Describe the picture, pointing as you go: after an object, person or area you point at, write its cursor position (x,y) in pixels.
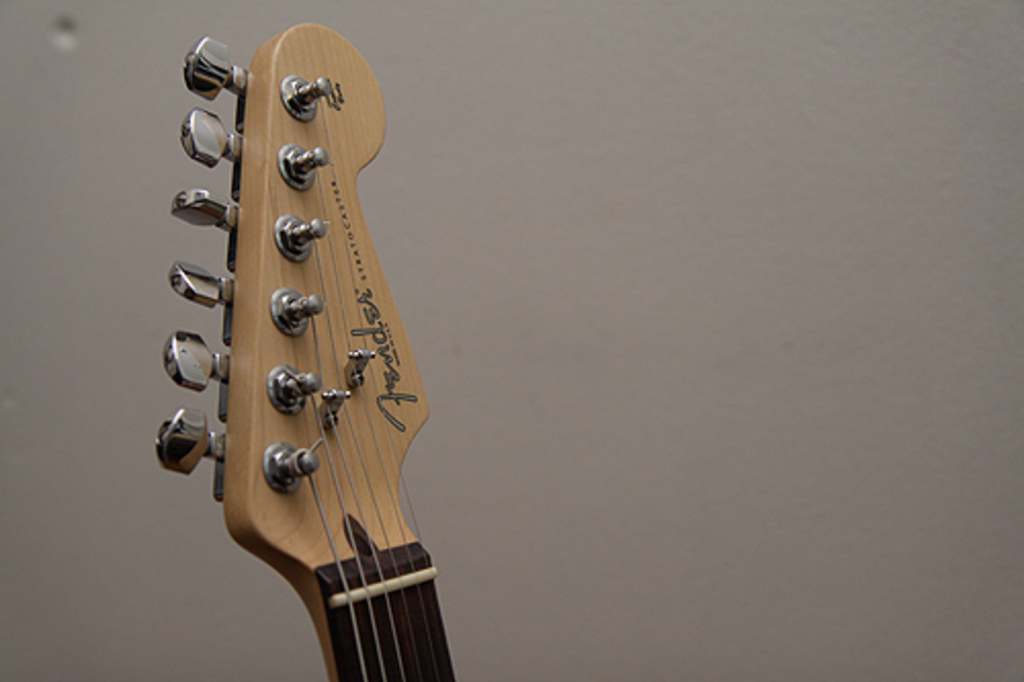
A picture of a guitar head (353,189). This are tuners (182,216).
